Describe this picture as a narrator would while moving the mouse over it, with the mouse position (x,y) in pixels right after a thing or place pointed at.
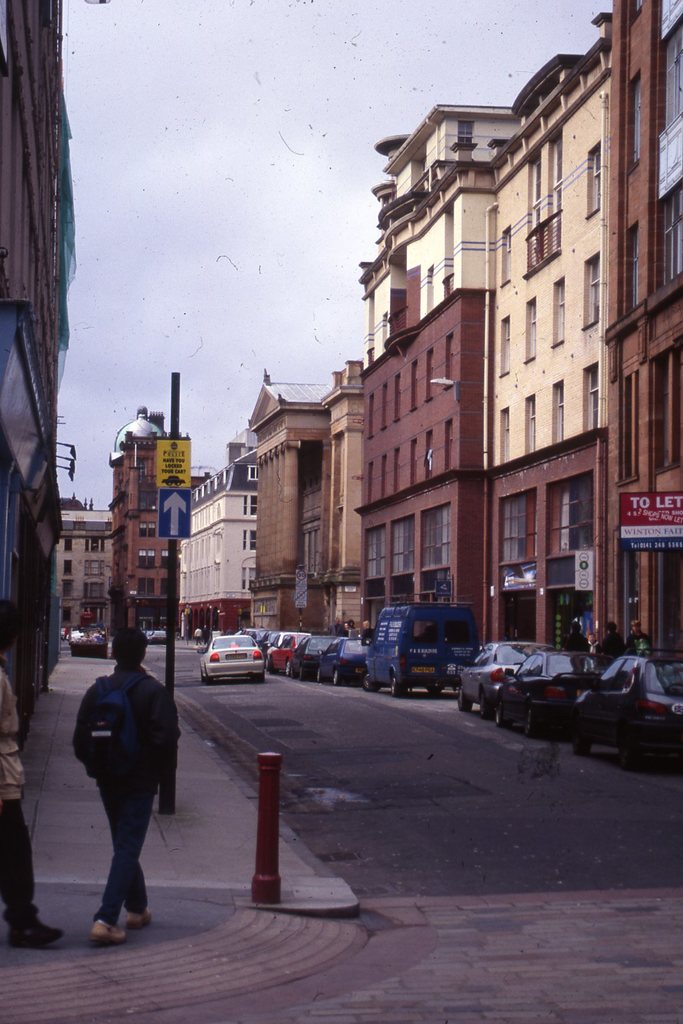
This is the picture of a city (415,159). On the left side of the image (173,745) there are two persons (137,821) walking on the road (261,967). On the left (18,213) and on the right side of the image (581,618) there are buildings (319,492) and poles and there are boards (672,541) on the pole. There are vehicles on the road (427,880). At the top (217,132) there is sky (212,240). At the bottom (499,970) there is a road (505,837).
